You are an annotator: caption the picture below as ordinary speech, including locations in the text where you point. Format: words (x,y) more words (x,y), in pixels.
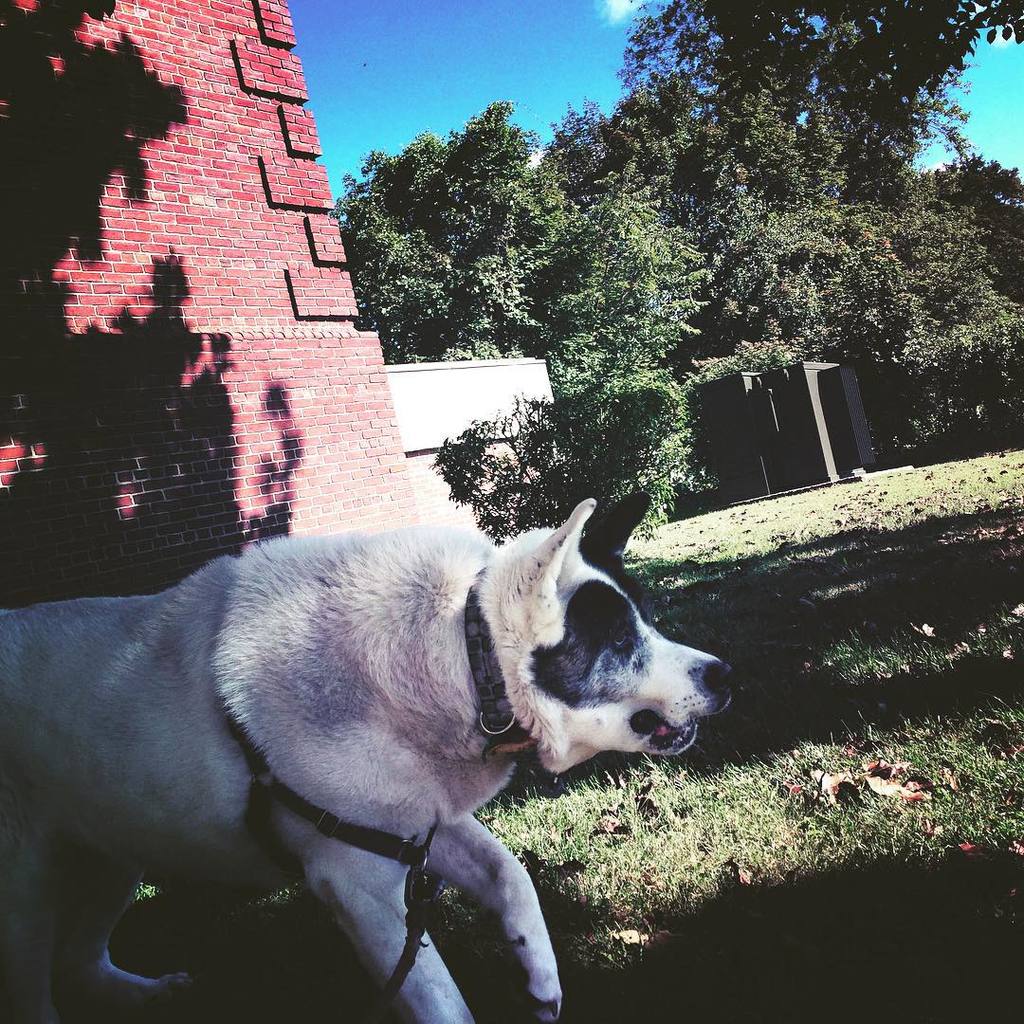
In the image we can see there is a dog (436,688) standing on the ground (704,773) and the ground (734,809) is covered with grass (669,764). Behind there are trees (640,284) and there is a building (303,385) made up of red bricks (157,335).
